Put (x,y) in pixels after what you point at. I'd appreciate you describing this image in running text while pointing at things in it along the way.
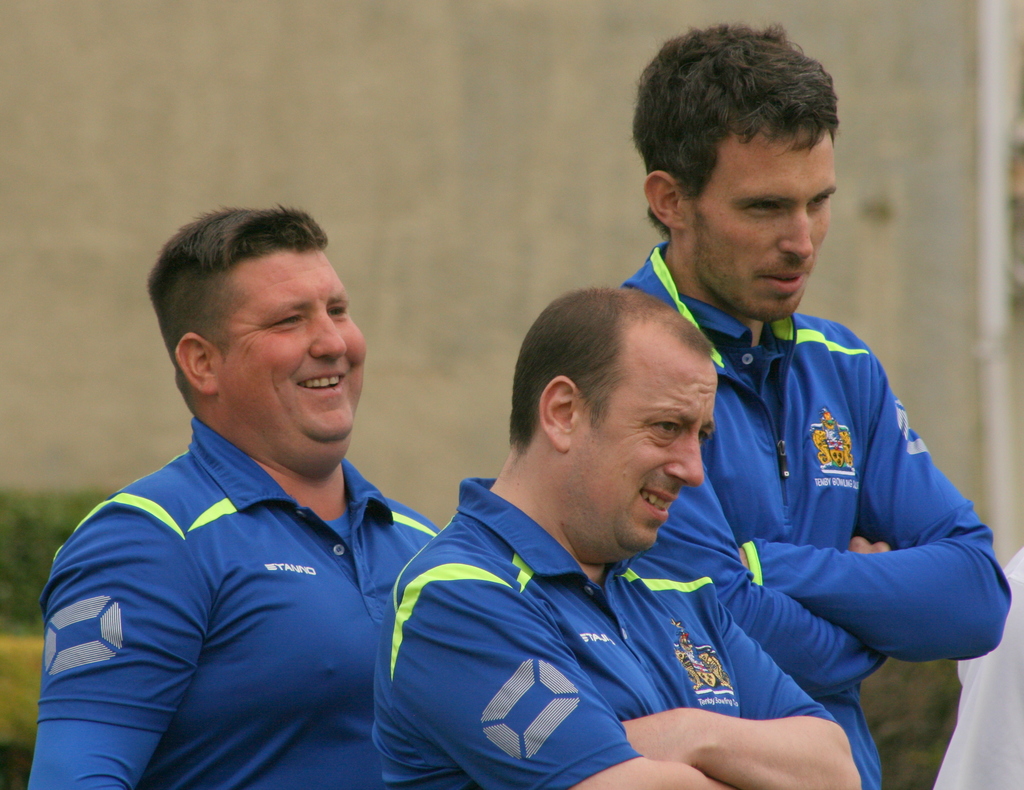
In this picture we can see three men (872,625) and one is smiling and in the background (110,455) we can see the wall (111,263), plants (28,562) and it is blurry.
